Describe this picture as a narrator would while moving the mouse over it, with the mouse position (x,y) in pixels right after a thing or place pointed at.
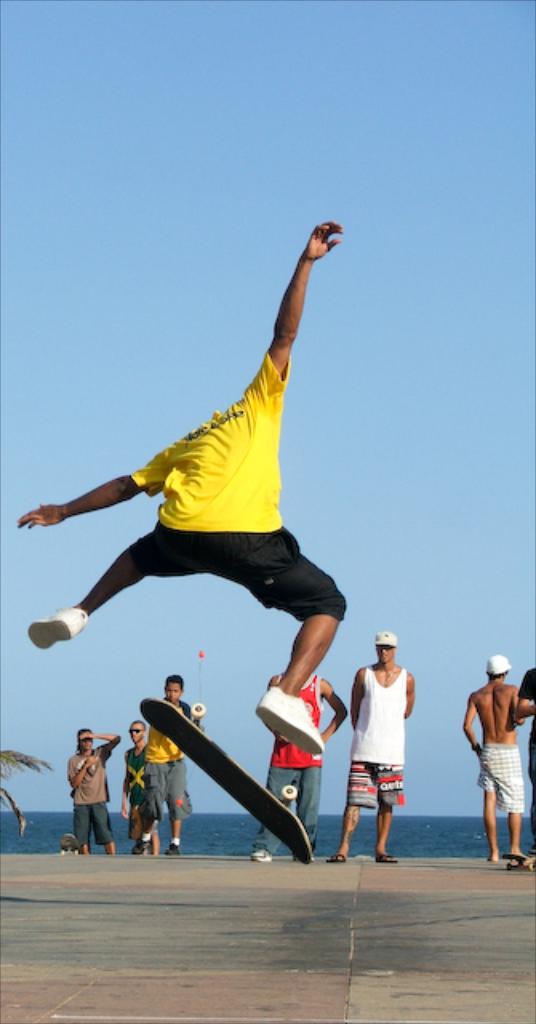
In this picture I can see a person (285,361) jumping along with a skateboard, there are group of people (476,709) standing, there is a tree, water (237,819), and in the background (465,766) there is sky (78,698).
